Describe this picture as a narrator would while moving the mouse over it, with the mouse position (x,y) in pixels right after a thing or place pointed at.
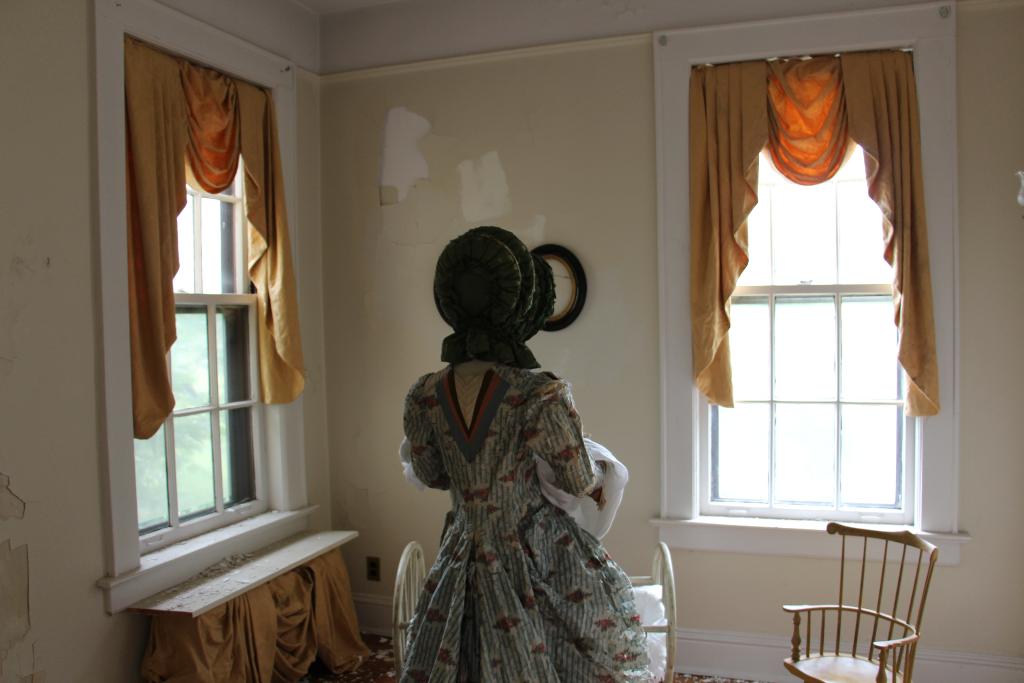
In this picture we can see wall (346,221), windows (207,397) with curtains (811,118). We can see chairs (807,667) here on the floor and one person (565,535) is standing.
